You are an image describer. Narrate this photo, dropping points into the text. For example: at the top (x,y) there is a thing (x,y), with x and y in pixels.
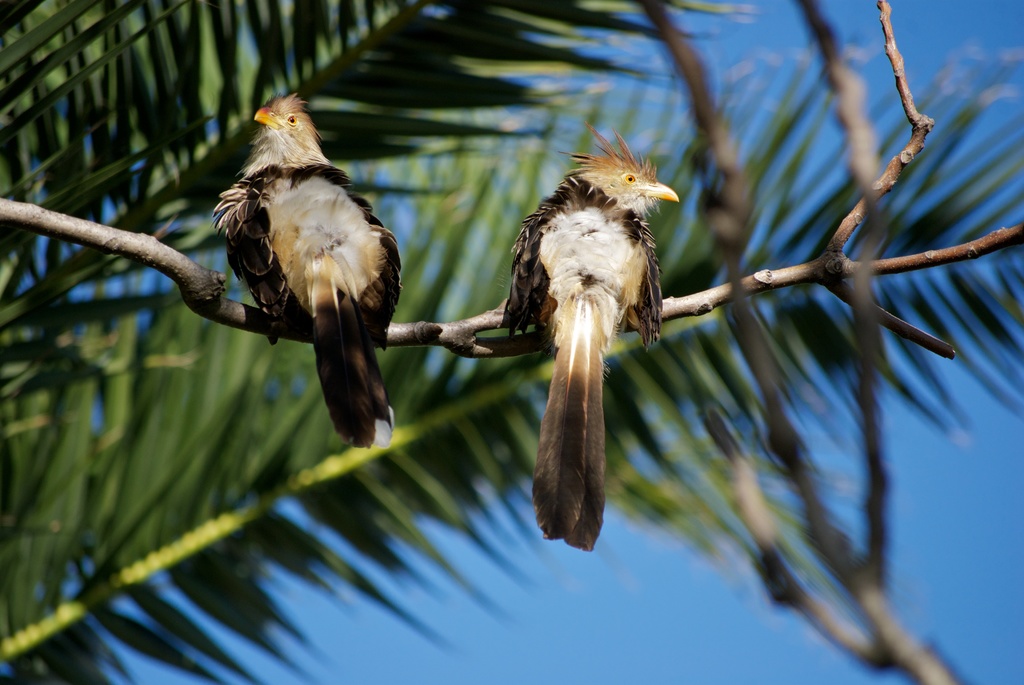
In this image we can see two birds (377,289) on a branch (306,325). Behind the birds (261,307) we can see the trees (314,439) and the sky (449,644).
